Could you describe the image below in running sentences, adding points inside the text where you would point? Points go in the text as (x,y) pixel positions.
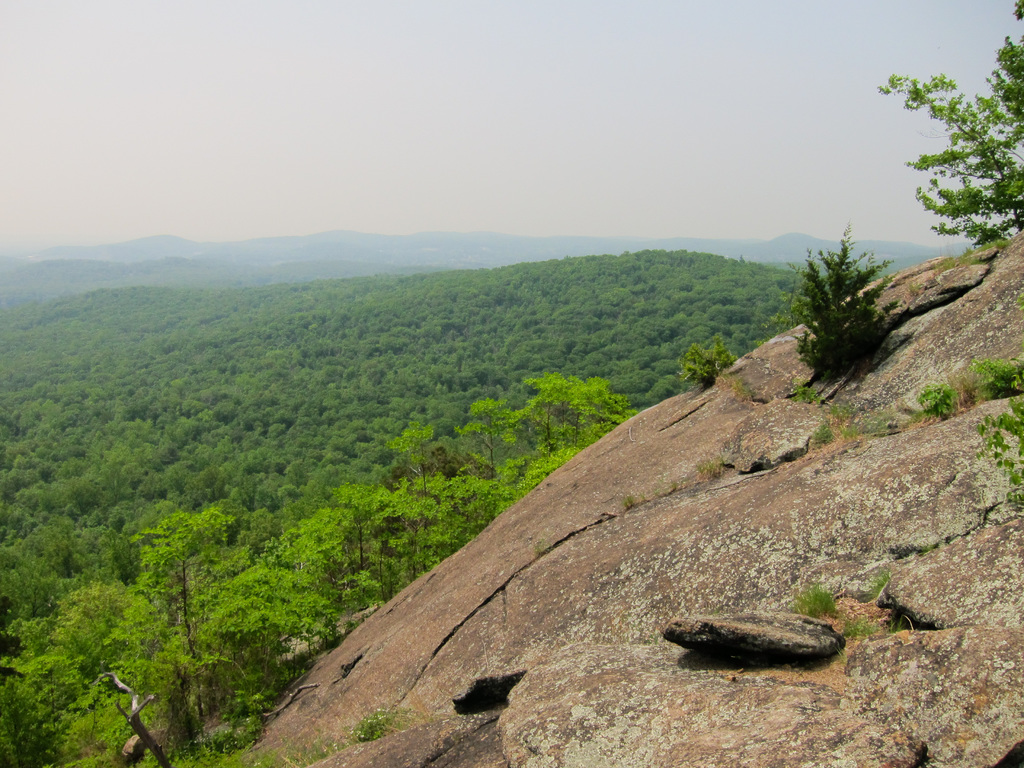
In the image there is a hill (764,436), under the hill (762,356) there are a lot of trees (353,319) and in the background (168,242) there are mountains (205,279).
